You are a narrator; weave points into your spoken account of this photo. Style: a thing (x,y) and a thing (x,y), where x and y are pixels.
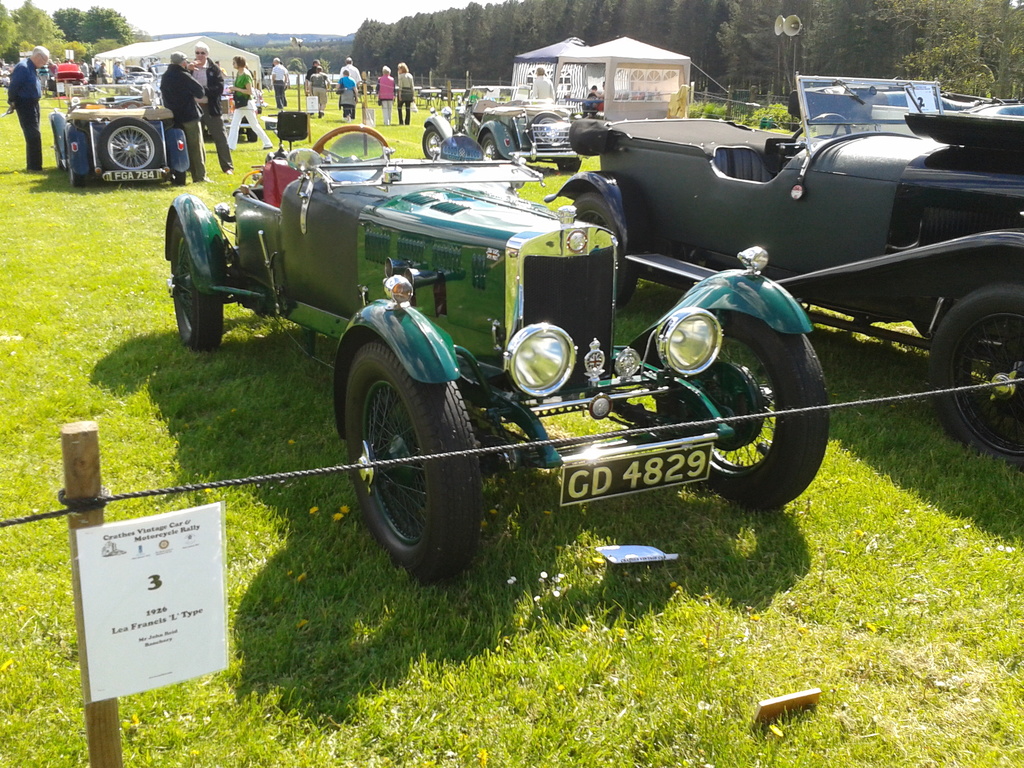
In this image we can see some vehicles (499,190) parked on the grass (688,601). Image also consists of many people (381,102), tents (602,56), trees (638,17) and also speakers (788,23). We can also see a rope (102,501) to the pole (80,457).
